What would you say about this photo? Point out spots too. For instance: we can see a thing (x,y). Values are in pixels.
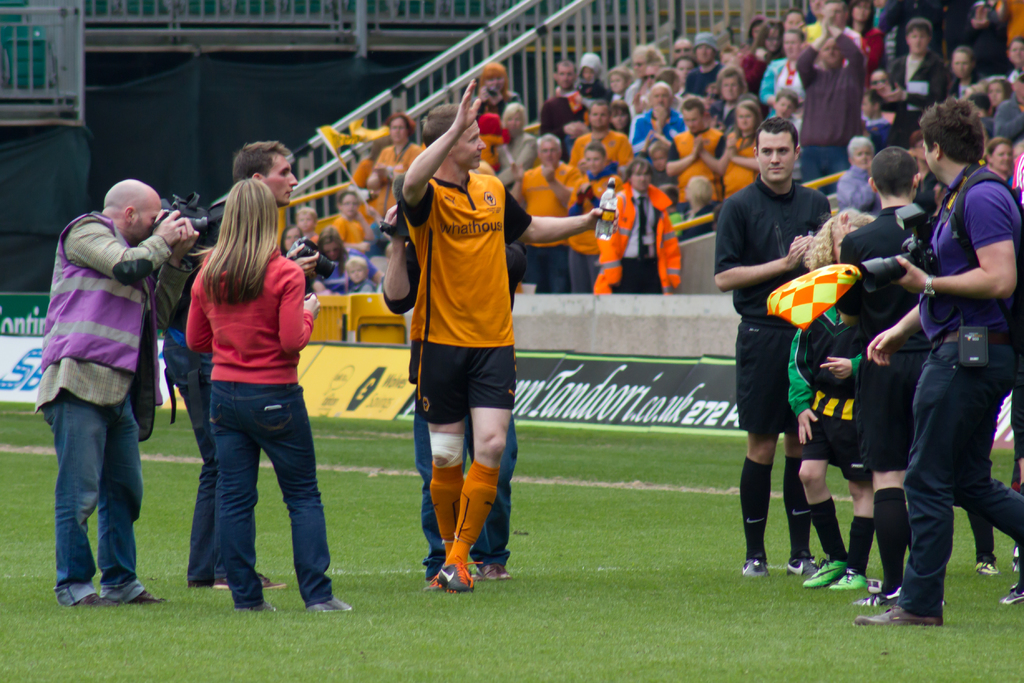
In this image we can see people (905,469) standing and some of them are holding cameras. In the background (617,139) there is crowd (729,96) sitting and we can see railings (536,48). At the bottom (626,633) there is grass (462,647).
